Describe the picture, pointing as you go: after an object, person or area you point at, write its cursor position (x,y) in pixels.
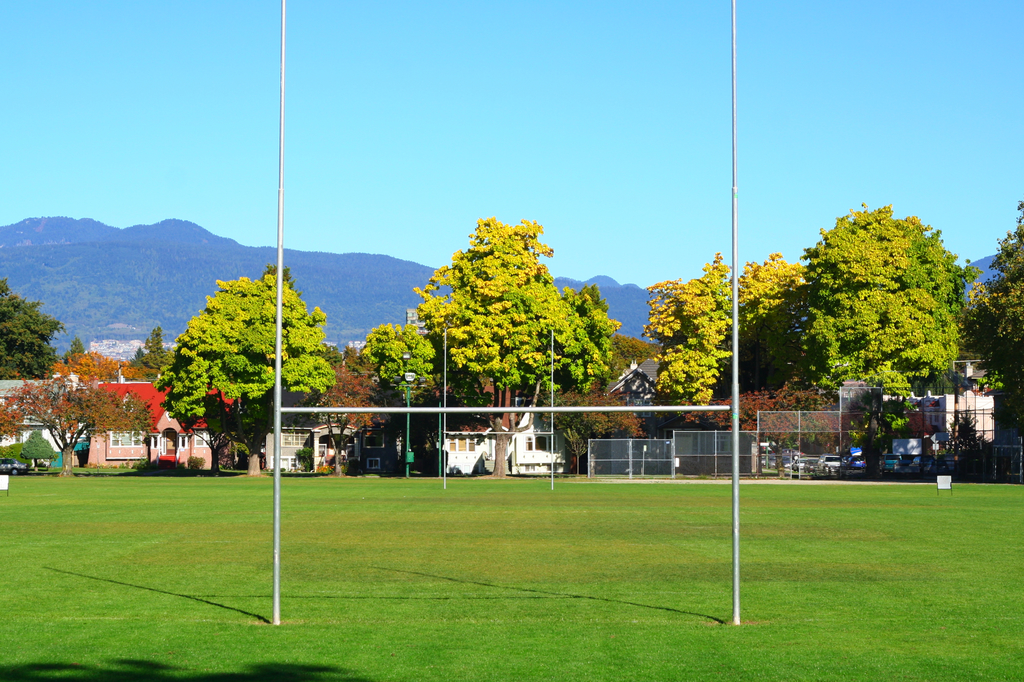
In this image, we can see rods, fences (777,467), vehicles (883,464), houses (12,443), trees (684,332) and few objects (911,443). At the bottom (420,639), we can see grass (563,581). Background (200,260) we can see hills (339,302) and sky (529,110).
